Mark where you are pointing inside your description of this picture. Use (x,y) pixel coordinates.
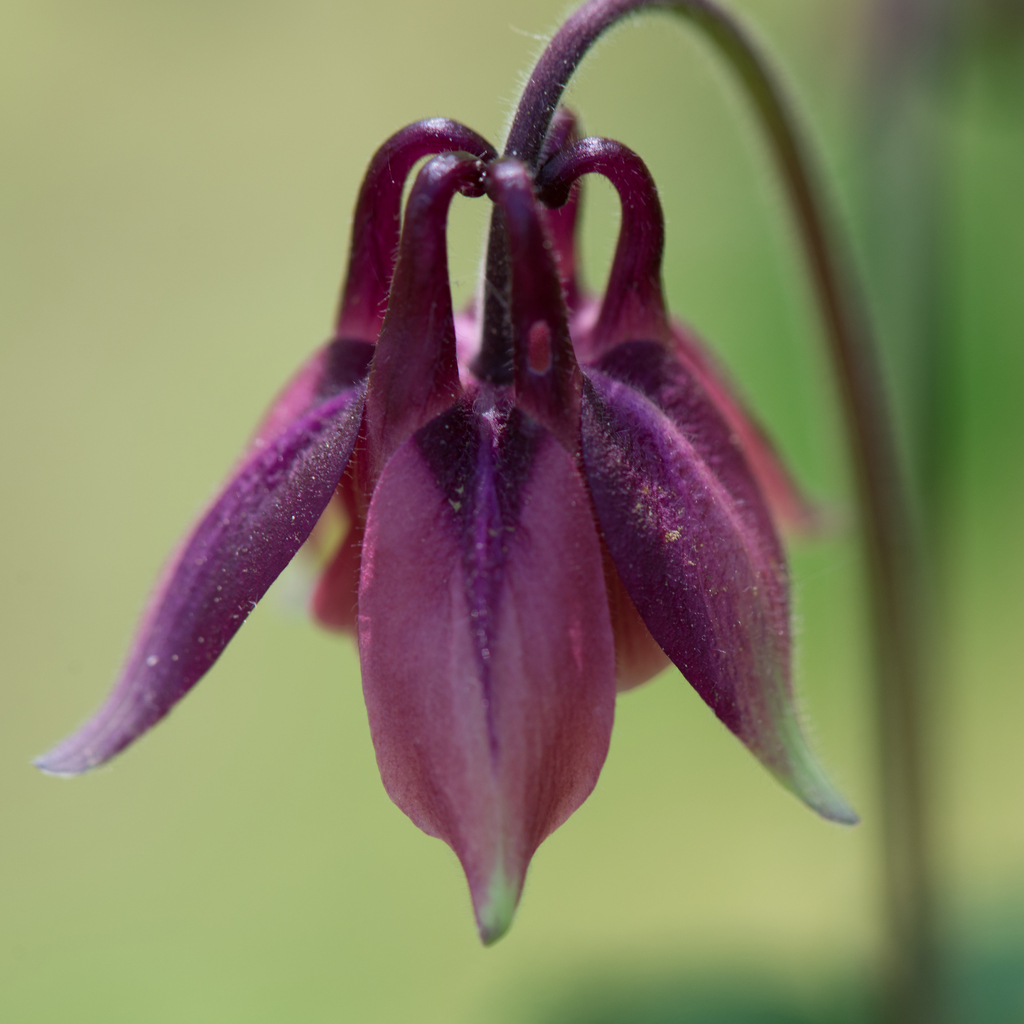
This image is taken outdoors. In this image the background (266,180) is a little blurred and light green in color. On the right side of the image (735,32) there is a plant (747,56) with a stem (561,41) and in the middle of the image (529,643) there is a flower (506,659) which is purple in color.
